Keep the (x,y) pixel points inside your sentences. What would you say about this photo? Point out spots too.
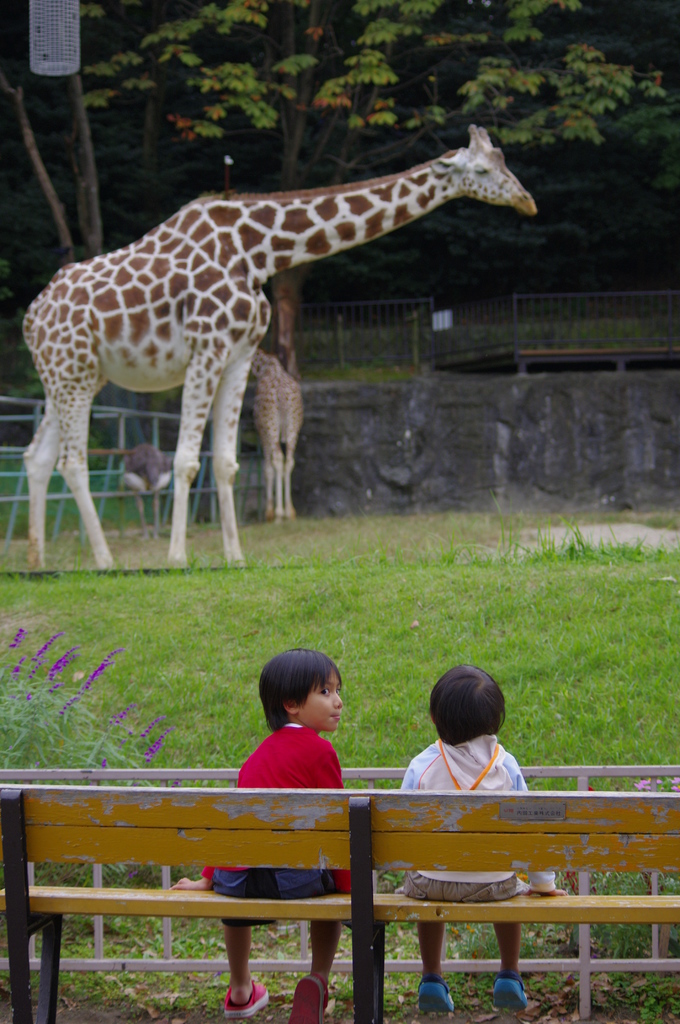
In this image I can see two people (496,766) are sitting on the bench (301,900). In front of them there are three animals (236,426). At back (370,70) there is a tree (574,124) and the railing (544,341).
